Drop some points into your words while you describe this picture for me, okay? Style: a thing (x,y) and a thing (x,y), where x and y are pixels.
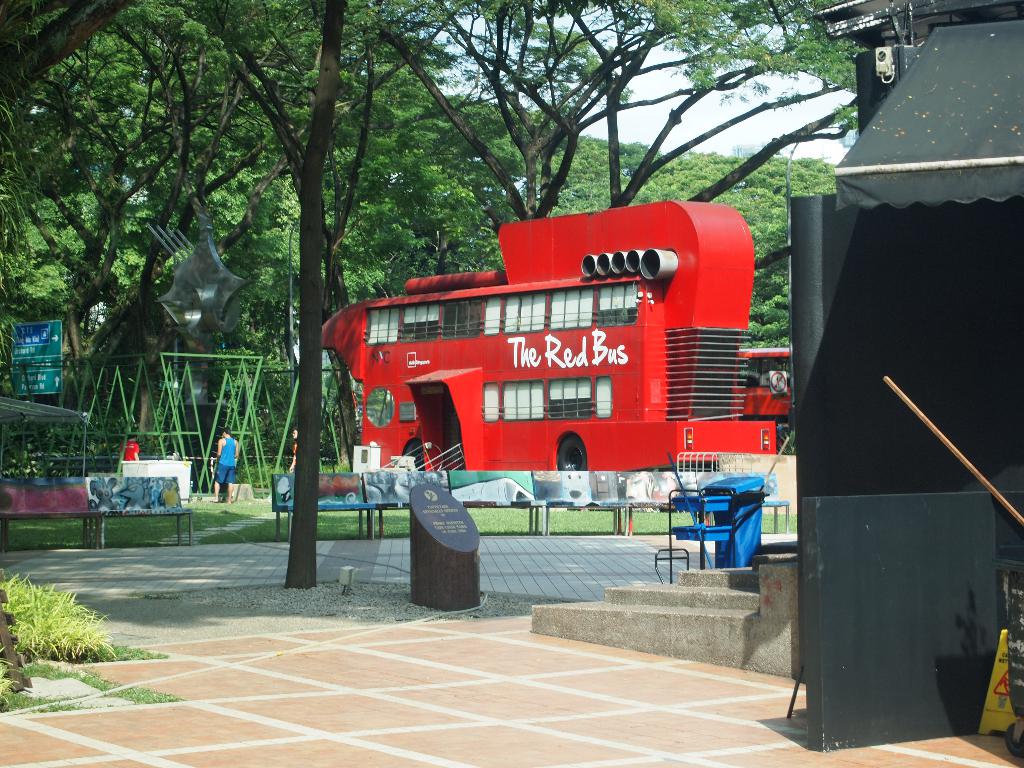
There is a red bus (544,434) which is on a greenery ground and there are few people (229,428) standing beside it and there are trees (477,103) in the background (507,99).
